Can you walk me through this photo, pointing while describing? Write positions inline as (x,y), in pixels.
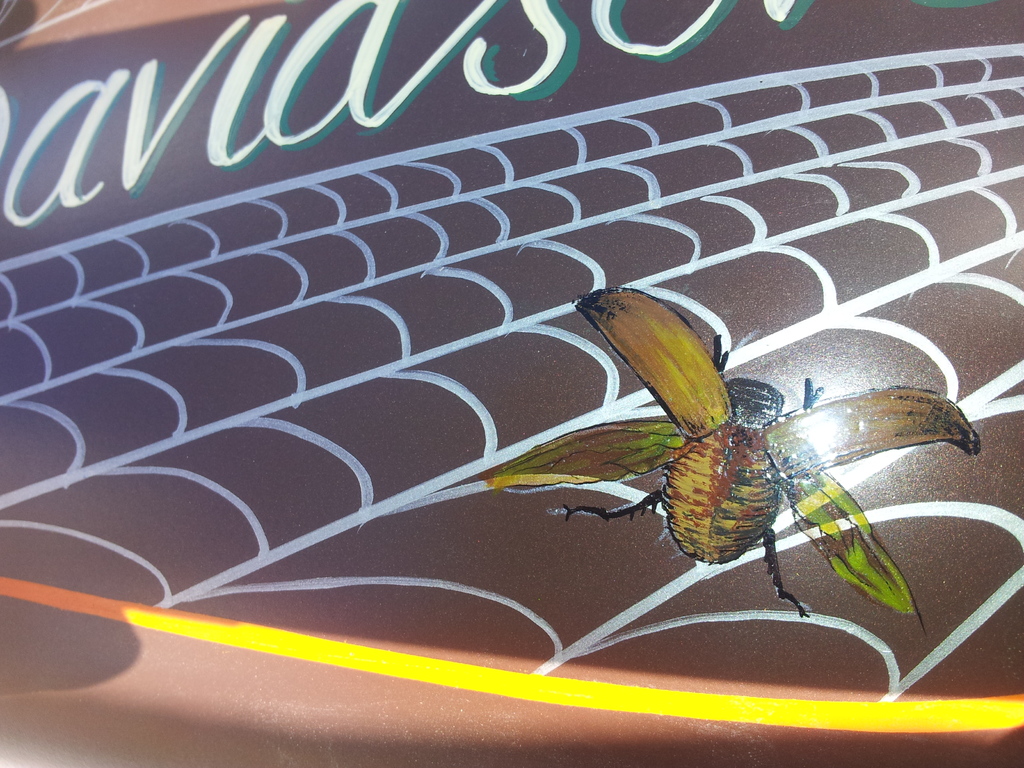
In this picture we can see a painting (663,328) of an insect (657,342), some design (591,416), some text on a surface (878,27).
